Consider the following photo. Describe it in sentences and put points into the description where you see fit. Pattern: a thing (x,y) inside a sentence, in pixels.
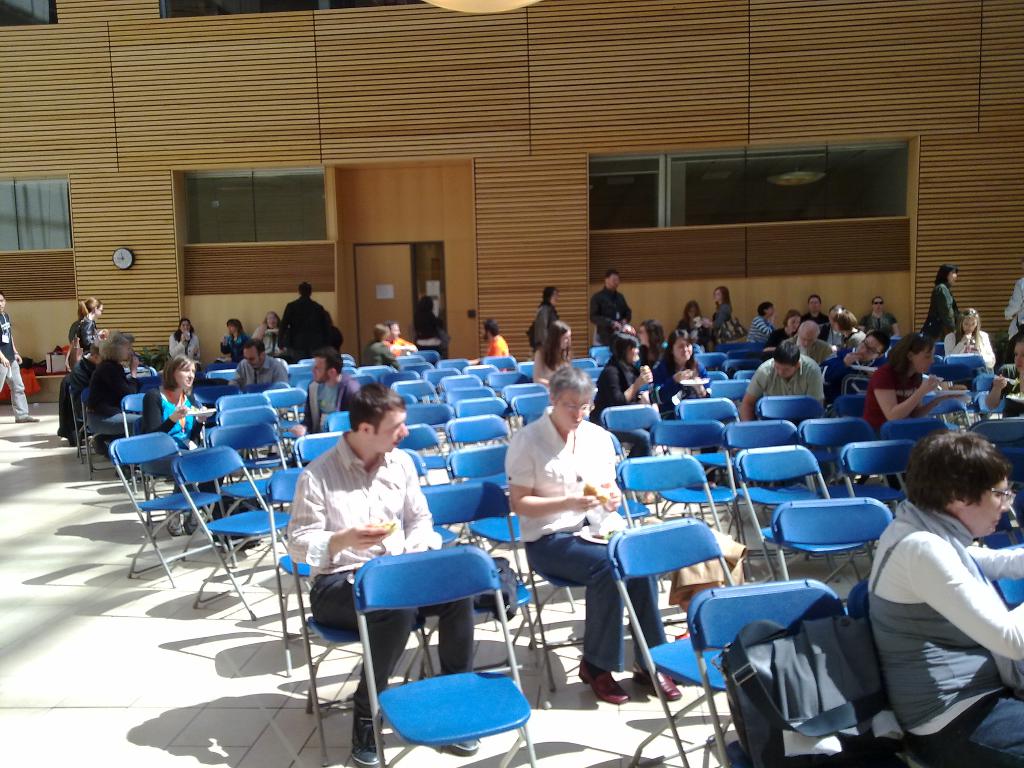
in this picture we have some chairs (633,460), and some more people (648,355) are sitting here and a man (356,475) and a woman (565,473) are sitting beside it is like open space meeting at the back side (223,206) some building (500,168) is present and the wall (89,262) is arranged here and that is the floor (97,638) and the women (900,596) is sitting a corner right side (932,560) she have some bag (809,668) that to the next chair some more people (8,373) are walking into the building (358,300) and here door (405,279) is present.
